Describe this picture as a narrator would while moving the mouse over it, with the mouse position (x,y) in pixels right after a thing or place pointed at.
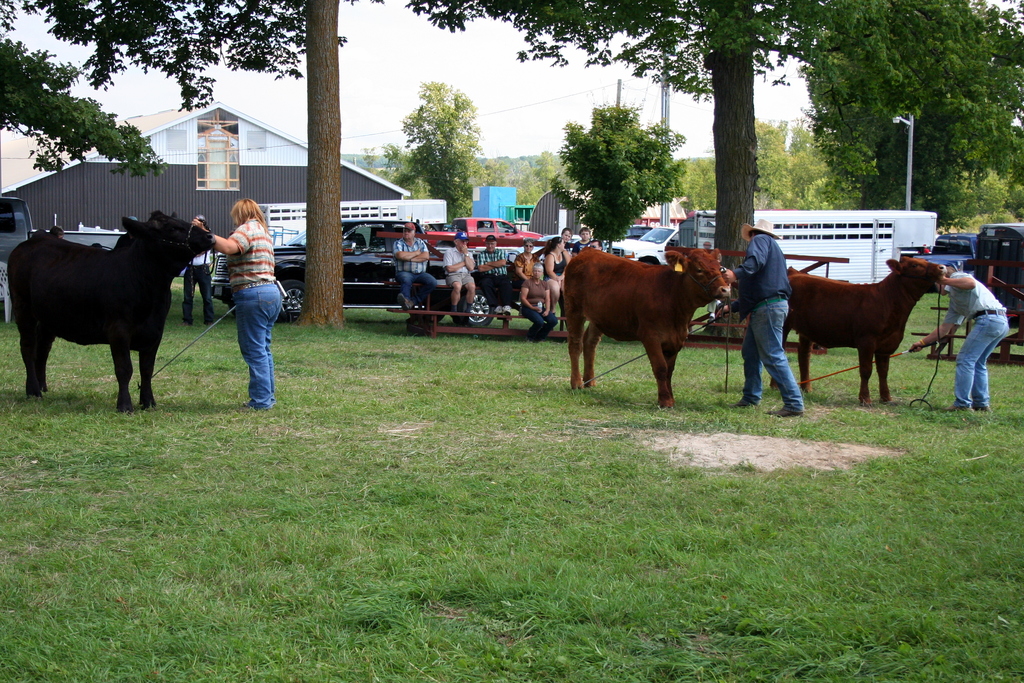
This image consists of animals (130,350) and many persons (247,357). At the bottom (476,524), there is green grass (413,557). In the middle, there are many trees (922,180). To the left (283,156), there is a house (245,159). And there are many cars (613,245) parked. At the top (365,64), there is a sky (377,61).
